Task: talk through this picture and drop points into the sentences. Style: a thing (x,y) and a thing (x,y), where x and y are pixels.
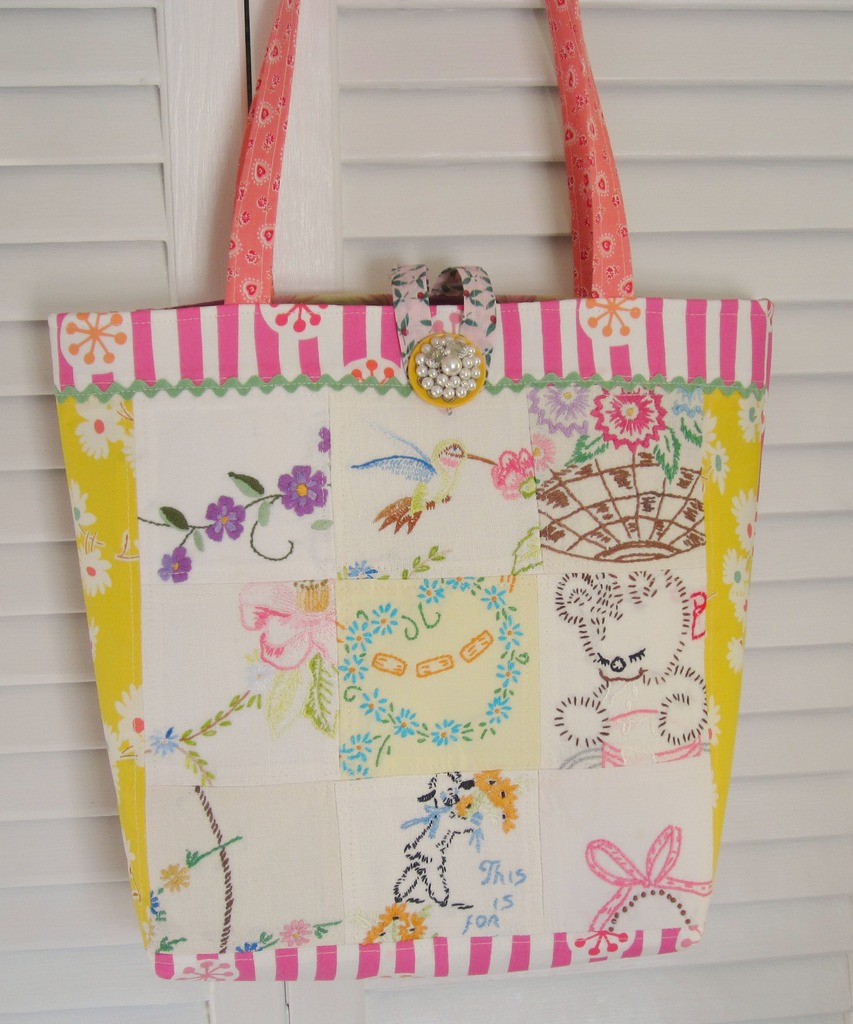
In the picture is a bag (407,312) there are a lot of crafts (359,699) on the bag (626,593), it is of multi color there is a pink color handle (256,185), this bag (438,788) is hanged to a door (178,104), door (62,140) is of white color.
